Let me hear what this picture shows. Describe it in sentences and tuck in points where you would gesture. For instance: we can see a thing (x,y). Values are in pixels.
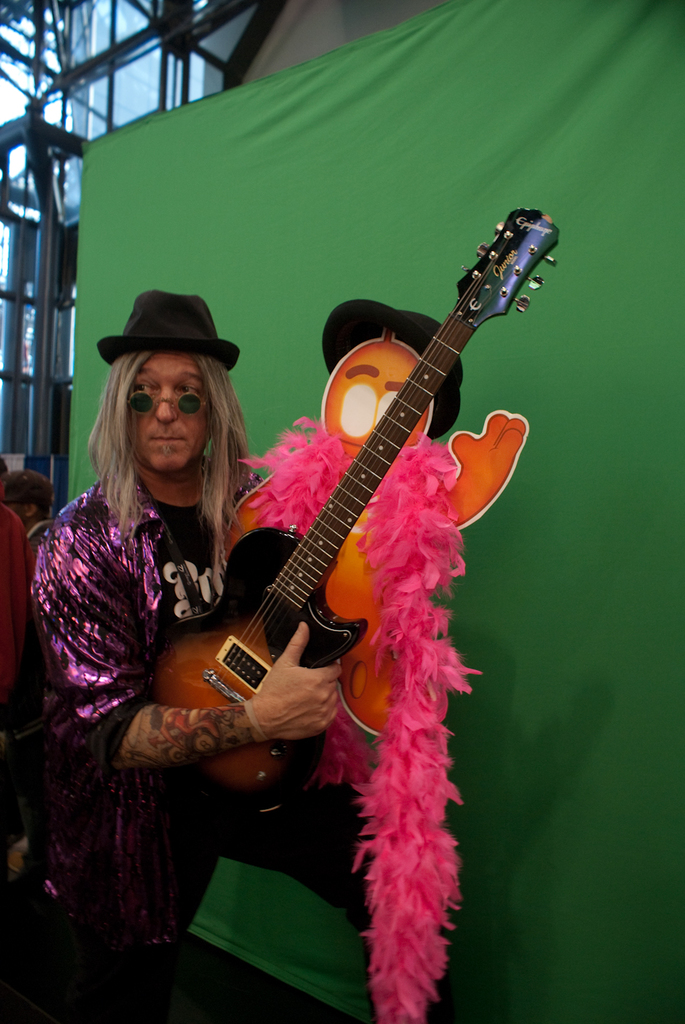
There is a person (130,771) standing and holding guitar (239,600). On the background (318,179) we can see banner (389,189).
